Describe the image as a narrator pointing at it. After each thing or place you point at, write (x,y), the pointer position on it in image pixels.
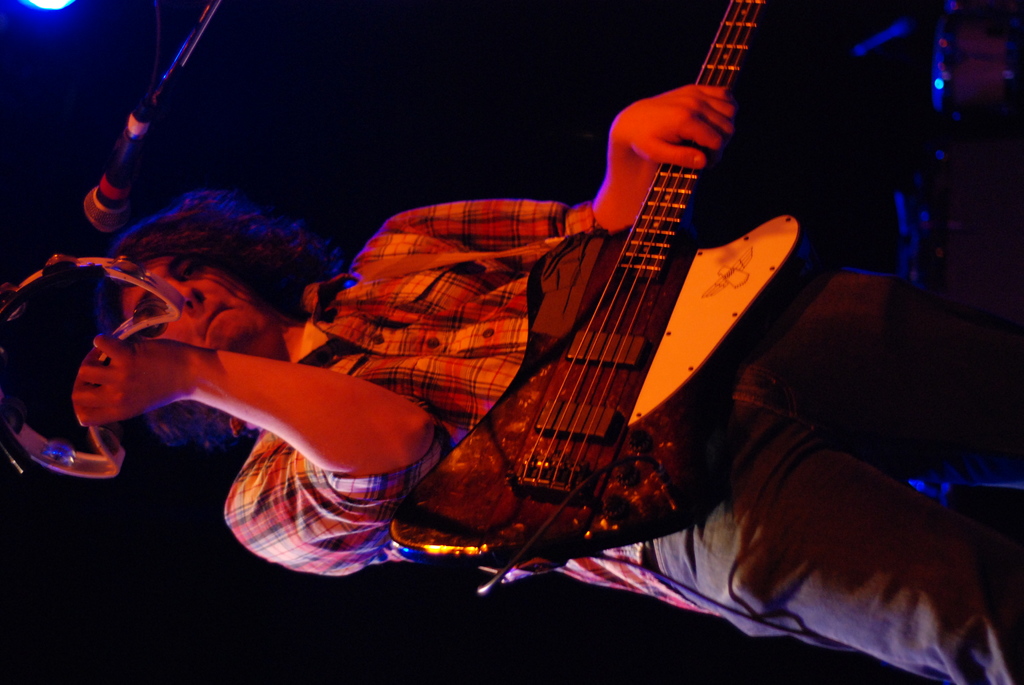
In this image there is a man (395,384) standing and holding a guitar (645,328) in his hand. He is playing a tambourine (80,457). There is a mic (115,174) placed before him.
